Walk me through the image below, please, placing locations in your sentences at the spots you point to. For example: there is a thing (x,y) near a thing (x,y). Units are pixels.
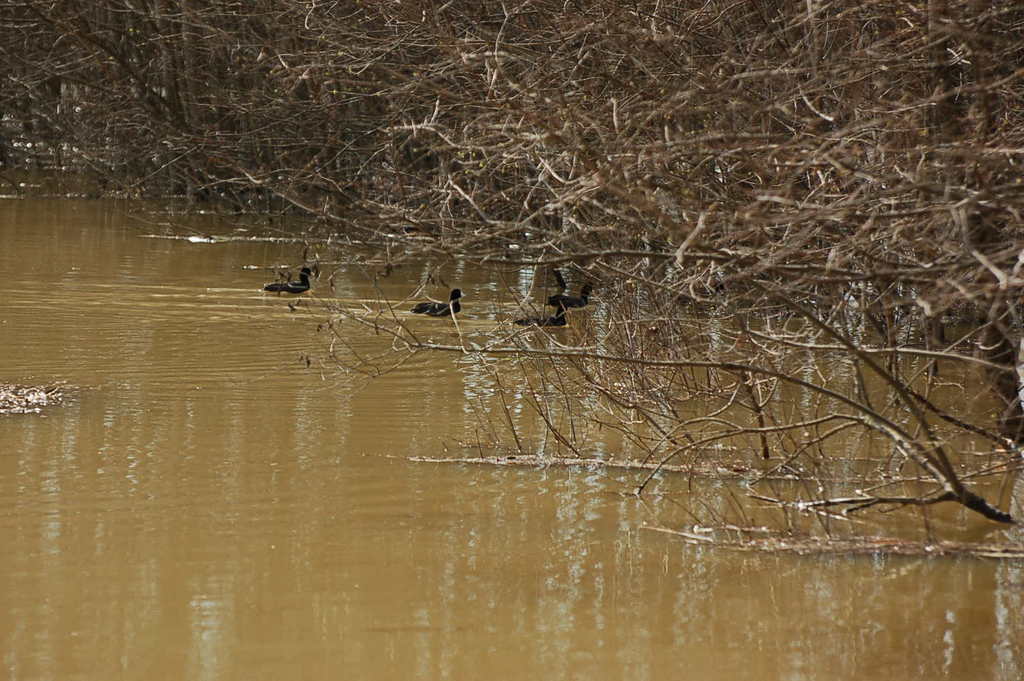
In this image we can see ducks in the water (27,638). On the right side (745,175) there are branches (856,255) of trees (833,301). In the back (181,75) there are trees (174,35).
